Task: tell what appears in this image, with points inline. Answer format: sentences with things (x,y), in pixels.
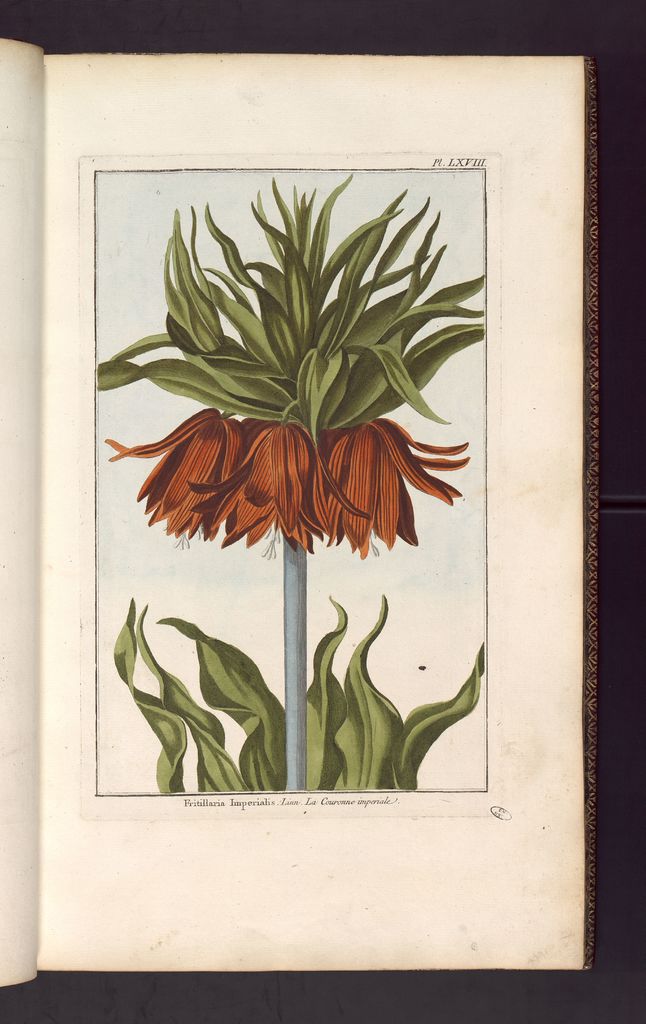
In this image in the center (405,529) there is one book (180,391) and on the book (180,391) there is drawing (180,391) of flower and plant (223,730), and text (205,799) and there is black background (618,215).
